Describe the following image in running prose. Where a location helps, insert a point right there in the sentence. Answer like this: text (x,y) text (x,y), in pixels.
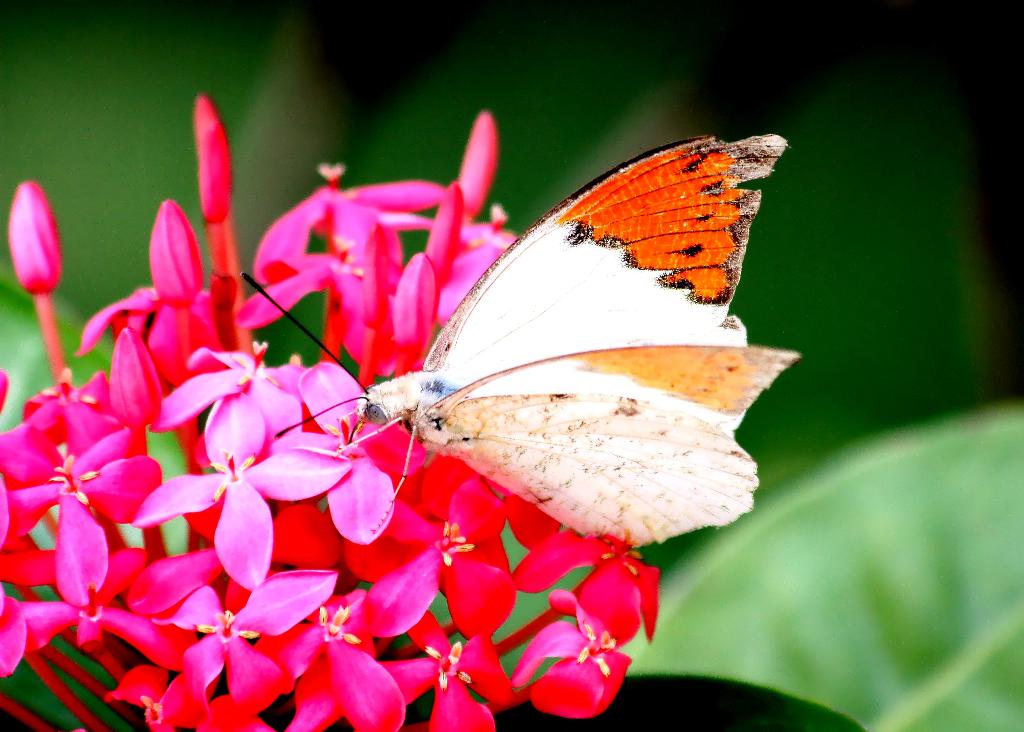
In this image there are flowers (164,565) and buds (33,227). There is a butterfly (478,397) on the flowers (314,465). In the bottom right (879,606) there is a leaf (903,604). The background (511,83) is blurry.
